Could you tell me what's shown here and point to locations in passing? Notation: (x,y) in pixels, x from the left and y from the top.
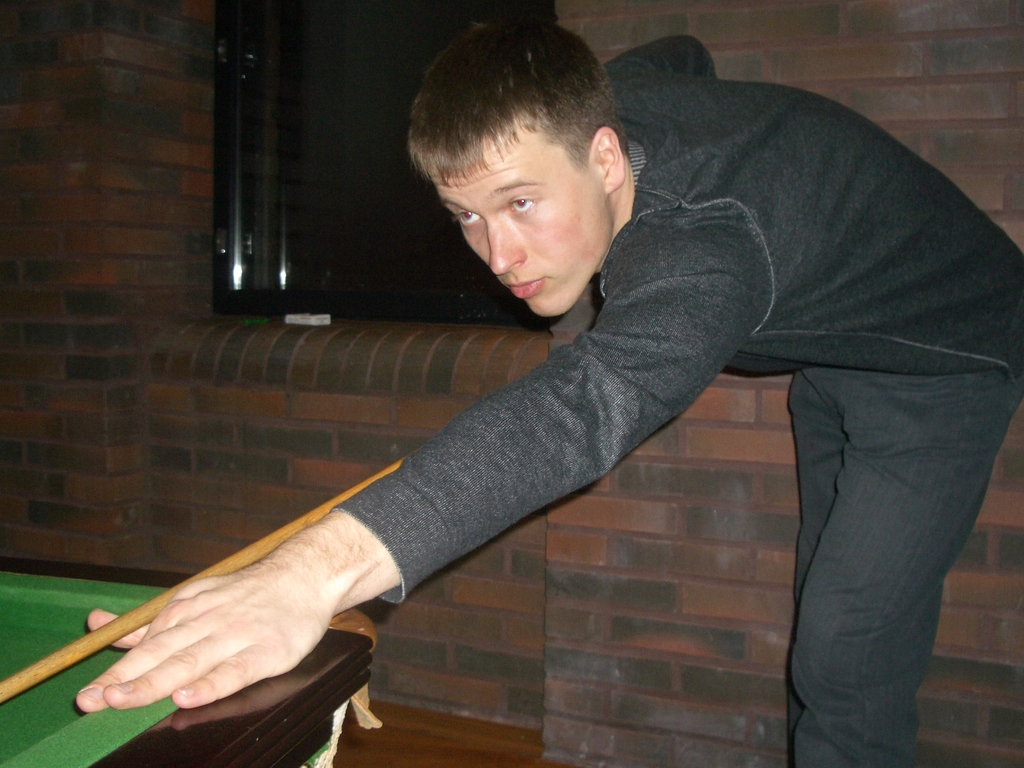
In this image the man (740,328) is standing and wearing the jacket (703,199). He is holding the stick (120,629). In front of the man (261,669) there is a snooker board (73,708). At the back side (114,178) there is a brick wall (157,186) and a glass window (325,215).
